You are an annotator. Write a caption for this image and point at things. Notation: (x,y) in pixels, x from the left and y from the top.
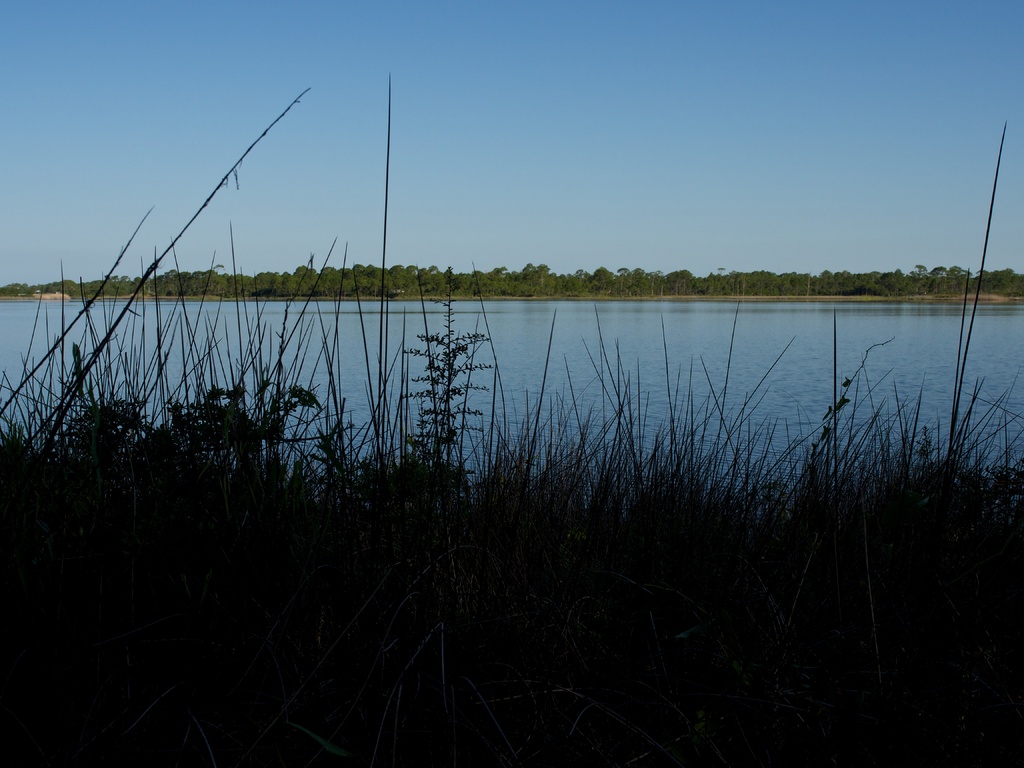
This is outdoor picture. In front of the picture we can see plants (445,447) and this is a grass (524,700). This is a river (741,348) with fresh blue water (706,352). We can see the trees (575,279) here. On the background (380,121) there is a clear blue sky (550,107) and it seems like a windy day.
